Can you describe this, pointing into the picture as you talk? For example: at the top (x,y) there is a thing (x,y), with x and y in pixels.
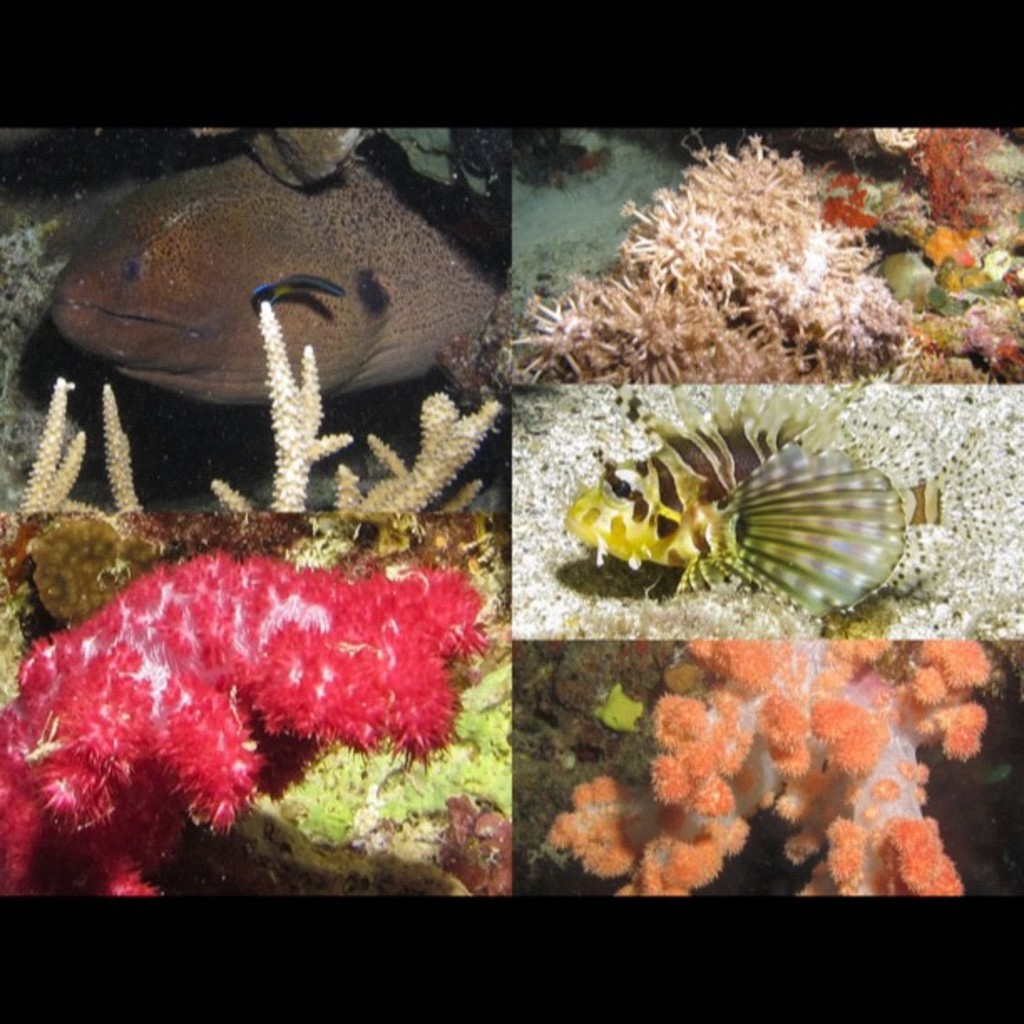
In this image we can see some coral reef fishes (159,253).
